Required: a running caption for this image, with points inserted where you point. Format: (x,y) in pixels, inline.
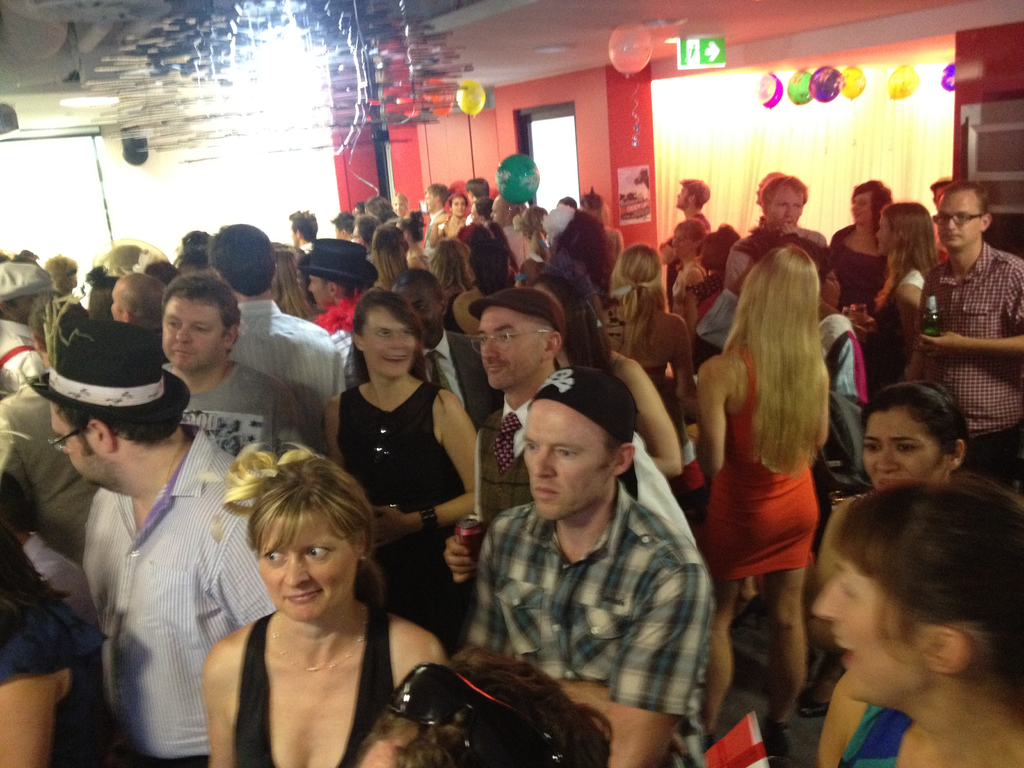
In this image we can see a group of people (364,528) standing. On the right side (951,359) we can see holding a bottle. On the backside (483,174) we can see a wall (451,184), balloons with ribbon (364,182), a curtain (659,115) and a roof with some ceiling lights (290,135).
